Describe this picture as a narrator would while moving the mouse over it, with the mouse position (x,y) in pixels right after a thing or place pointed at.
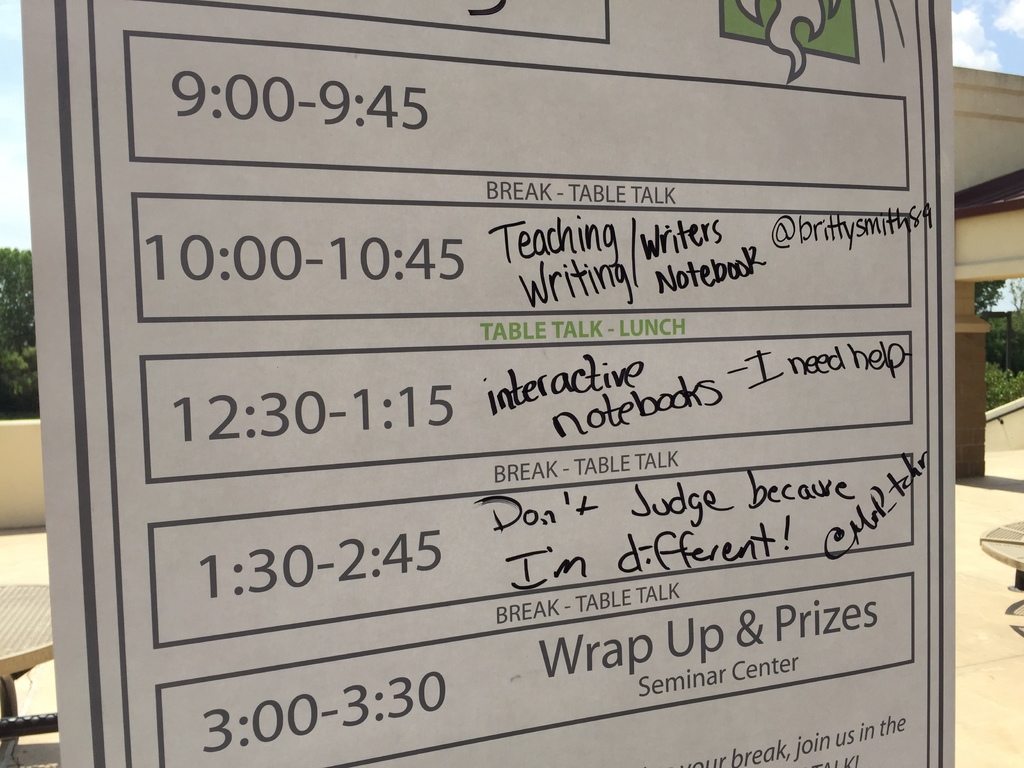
In this picture there is a board (486,145) in the foreground (486,145). There is text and there are numbers (292,737) on the board (385,646). On the right side of the image (1023,219) there is a building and there is a table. On the left side of the image (26,735) there is a table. At the back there are trees (1,353). At the top (996,28) there is sky (982,18) and there are clouds (967,28). At the bottom (992,558) there is a floor (16,564).
